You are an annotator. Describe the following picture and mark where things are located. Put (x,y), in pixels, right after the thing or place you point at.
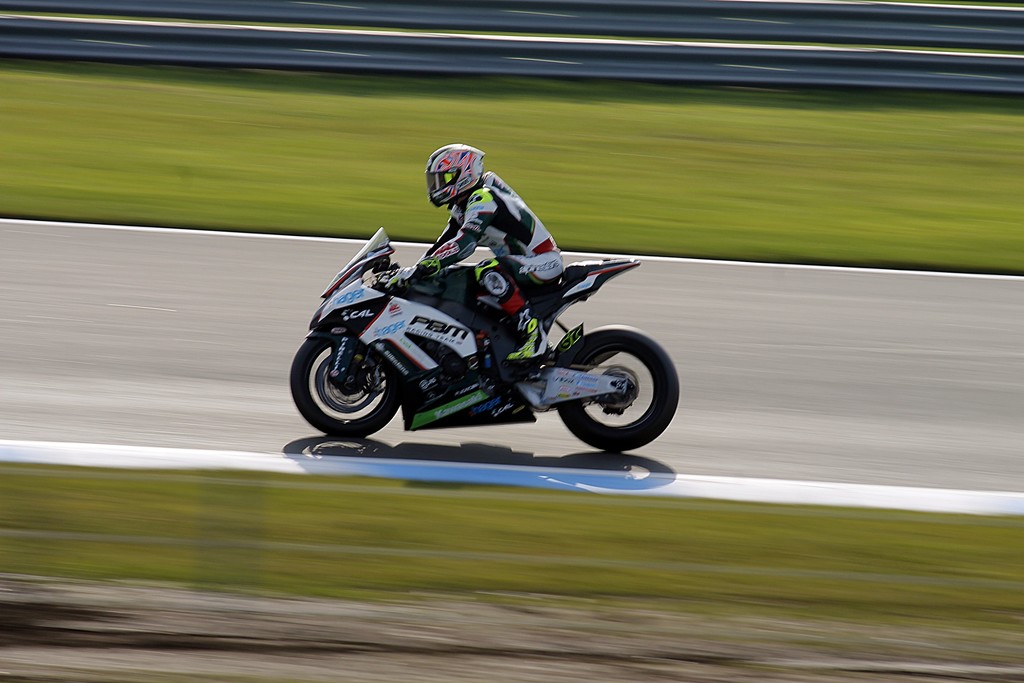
In this image, I can see a person (520,258) riding sports bike (403,375) on the road (95,366). I think this is the grass (171,129). At the top of the image (312,51), It looks like the fence (718,37).
